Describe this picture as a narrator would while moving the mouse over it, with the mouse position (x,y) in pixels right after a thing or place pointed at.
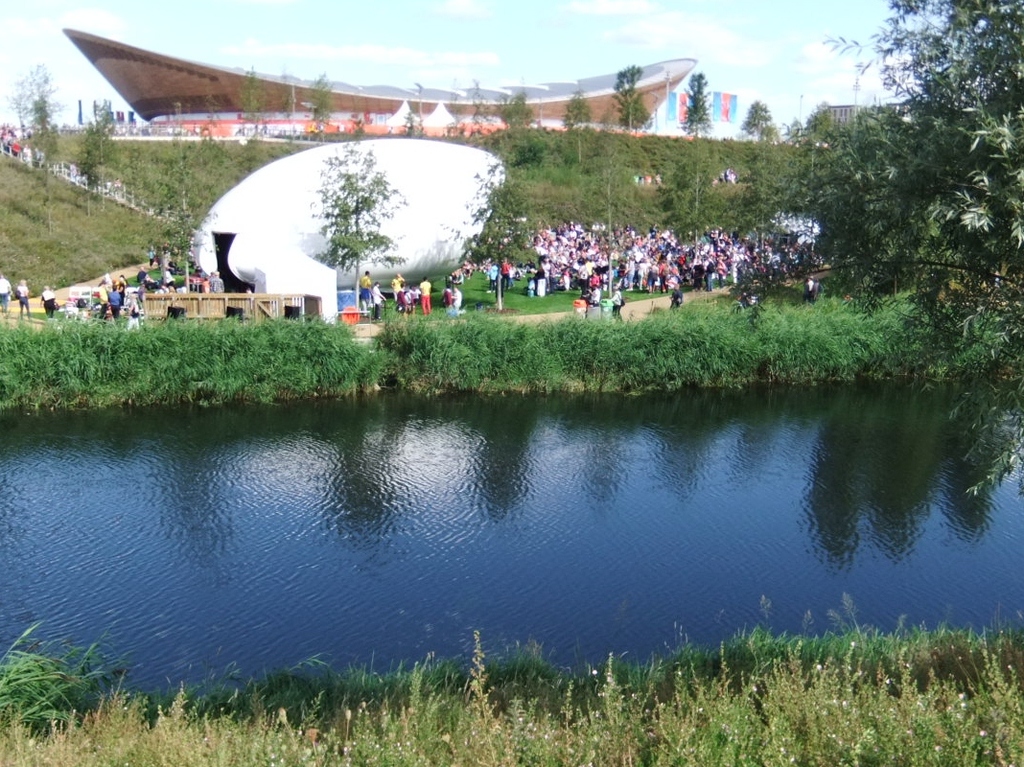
In this image, we can see some trees (963,240) and persons (535,291). There is a lake (608,549) in between plants (747,725). There are architectures (219,92) in the middle of the image (424,260). There is a sky (413,22) at the top of the image (418,23).
